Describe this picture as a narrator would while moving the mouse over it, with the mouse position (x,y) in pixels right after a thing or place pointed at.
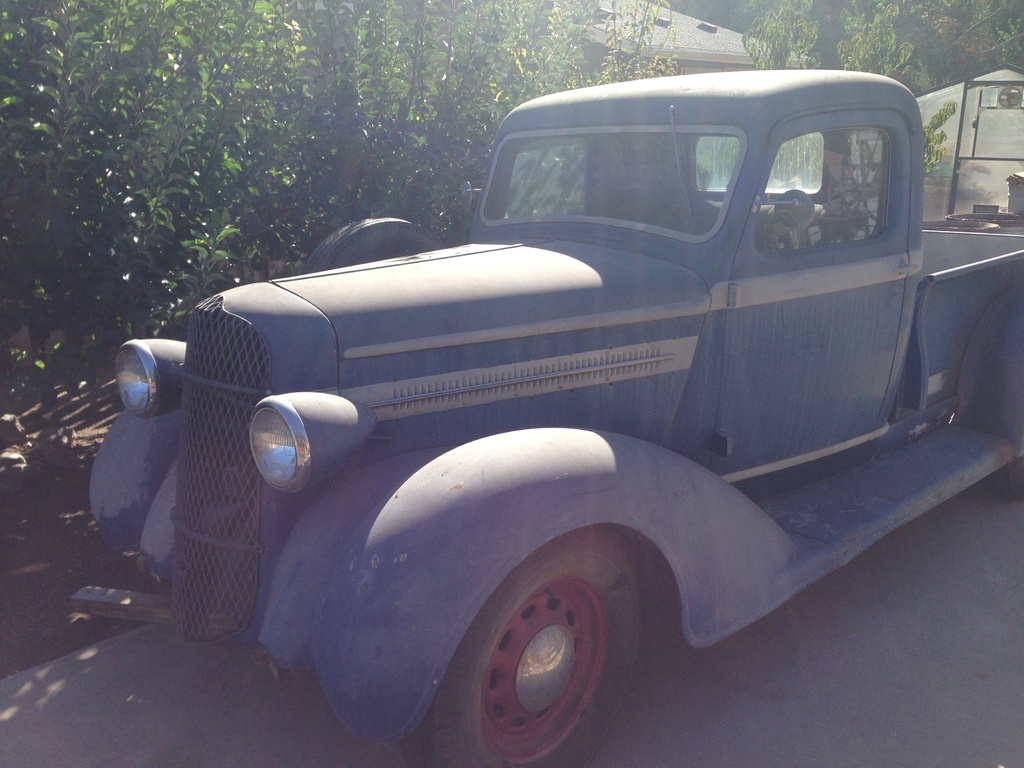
In this image there is a vehicle (901,236) truncated, there are objects (979,130) truncated towards the right of the image (992,147), there are trees (262,104), there is a roof (699,45) truncated.
